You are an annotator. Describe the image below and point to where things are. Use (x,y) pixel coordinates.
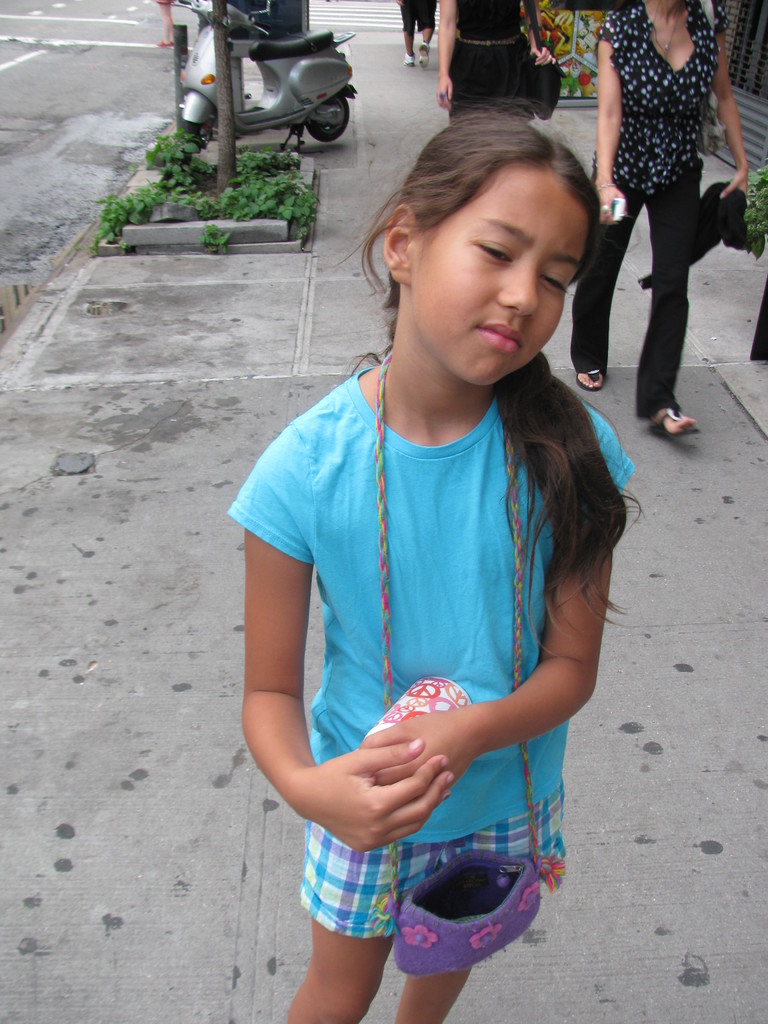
As we can see in the image there are four people (537,219). Among them three of them are walking. The girl (527,296) who is standing in the front (477,562) is wearing sky blue color shirt (442,603), bag (446,888) and holding a glass (450,697) in her hand (416,737). In the background (317,103) there is a scooty (249,107).
